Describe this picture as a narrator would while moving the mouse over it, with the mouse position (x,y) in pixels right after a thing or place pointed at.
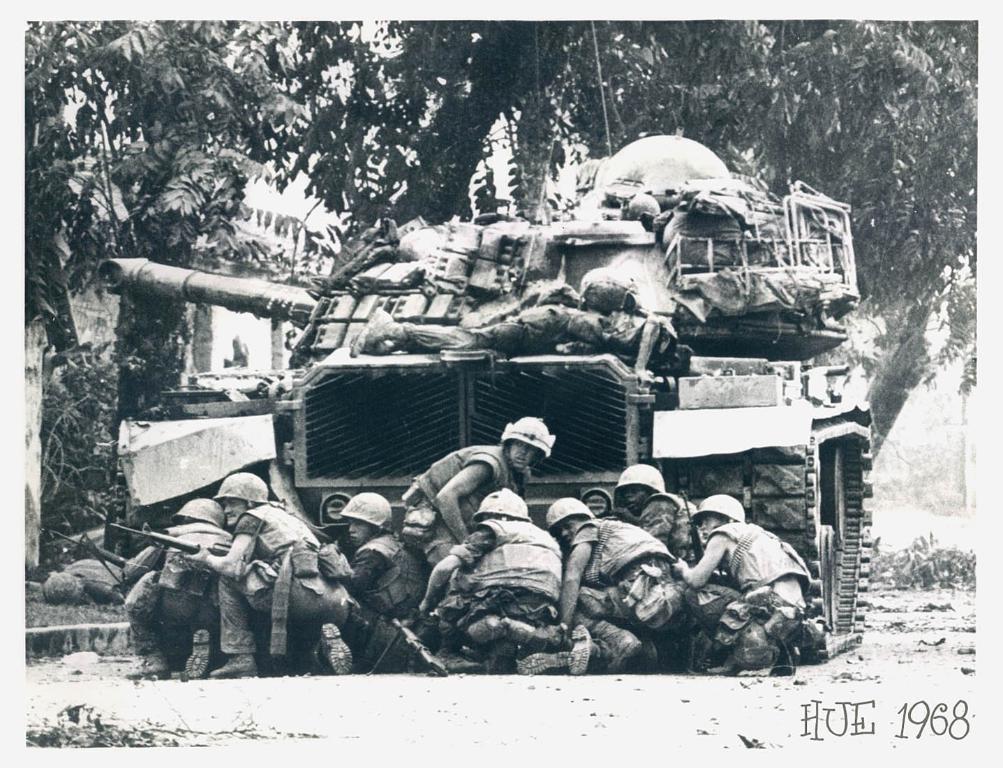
In this image there are many people (316,555) kneeling on the ground (878,705). They are wearing jackets (279,525) and helmets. They seem to be soldiers (539,538). Behind them there is a tank (555,254). There is a man (598,344) lying on the tank (723,349). In the background (432,133) there are trees (110,246). In the bottom right (827,723) there is text (844,722) on the image.
